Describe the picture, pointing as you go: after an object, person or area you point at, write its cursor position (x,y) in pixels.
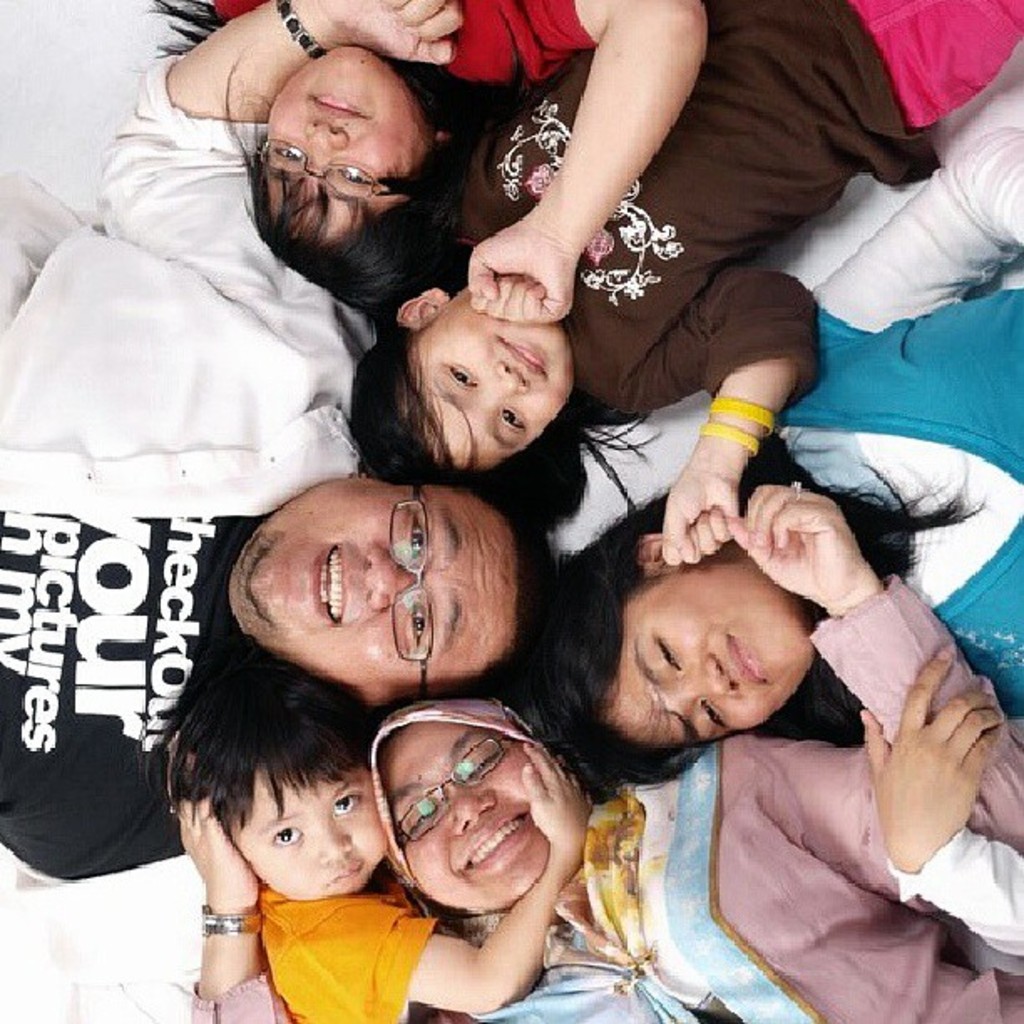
In this image I can see there are persons (780,406) lying on the floor (53,112) with smiling.
